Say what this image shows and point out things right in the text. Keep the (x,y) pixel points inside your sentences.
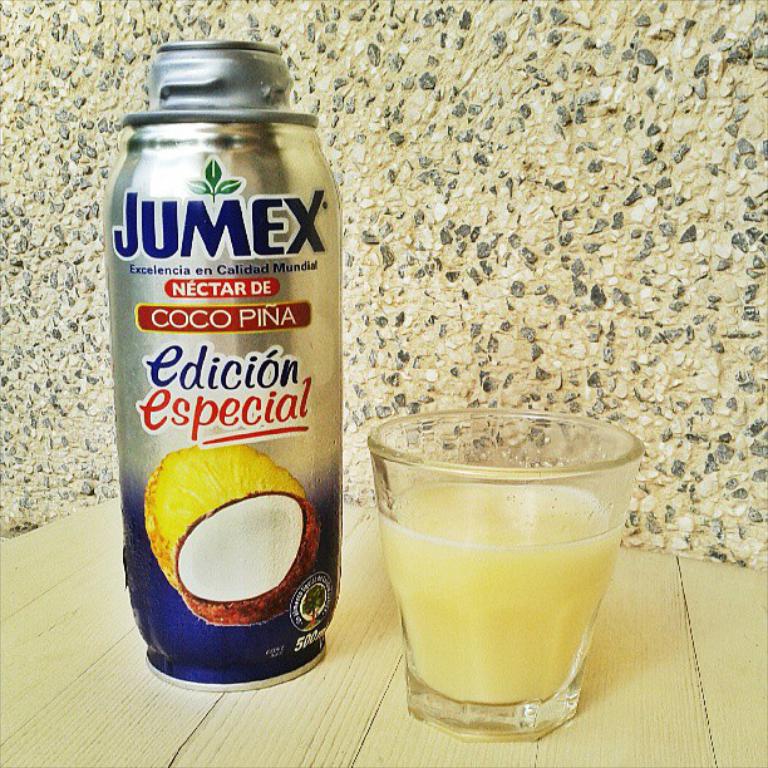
In this picture we can see a tin (285,498) on the left side (144,609), on the right side (513,542) there is a glass (488,536) of liquid (521,542), we can see a wall (562,209) in the background (572,186).
